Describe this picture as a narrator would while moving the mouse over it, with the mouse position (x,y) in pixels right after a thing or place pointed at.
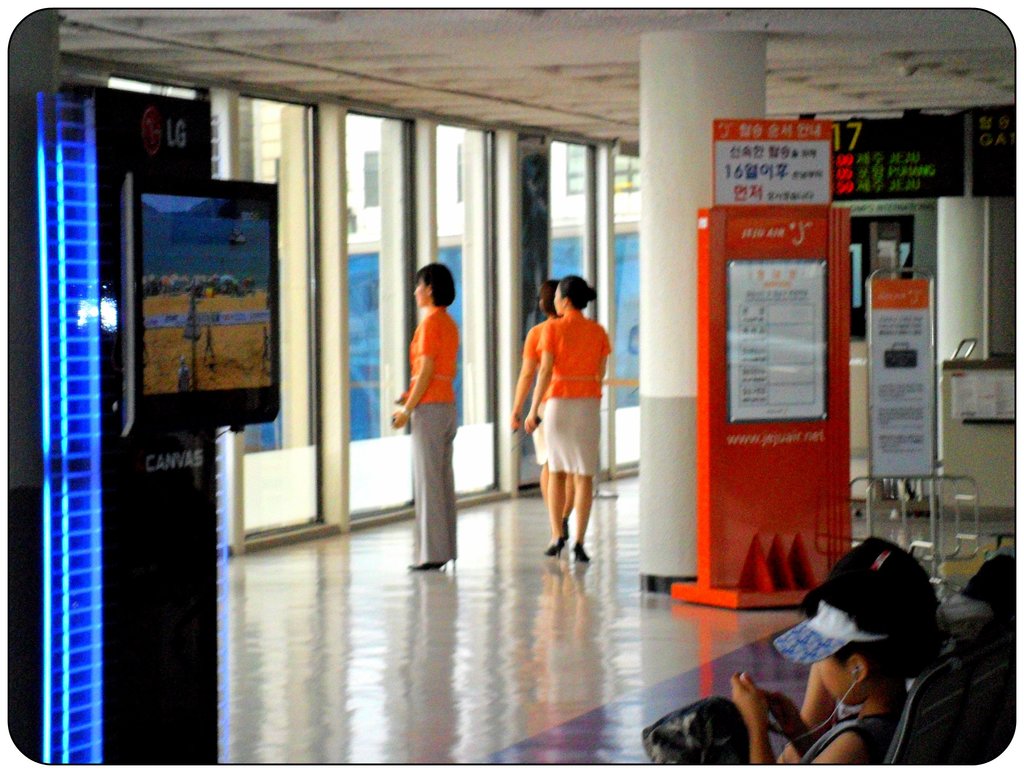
In this picture we can see three women (527,425) standing on the floor (477,526). In front of the women (417,331), there are glass windows (388,239). Through the windows (465,375), we can see a building (632,249). Behind the women (515,412), there is a pillar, board (817,384) and some objects (912,361). At the bottom of the image (742,689), there are people (840,689) sitting. On the left side of the image (189,209), there is a television (141,426) attached to an object (81,372). At the top of the image (518,38), there is a ceiling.
